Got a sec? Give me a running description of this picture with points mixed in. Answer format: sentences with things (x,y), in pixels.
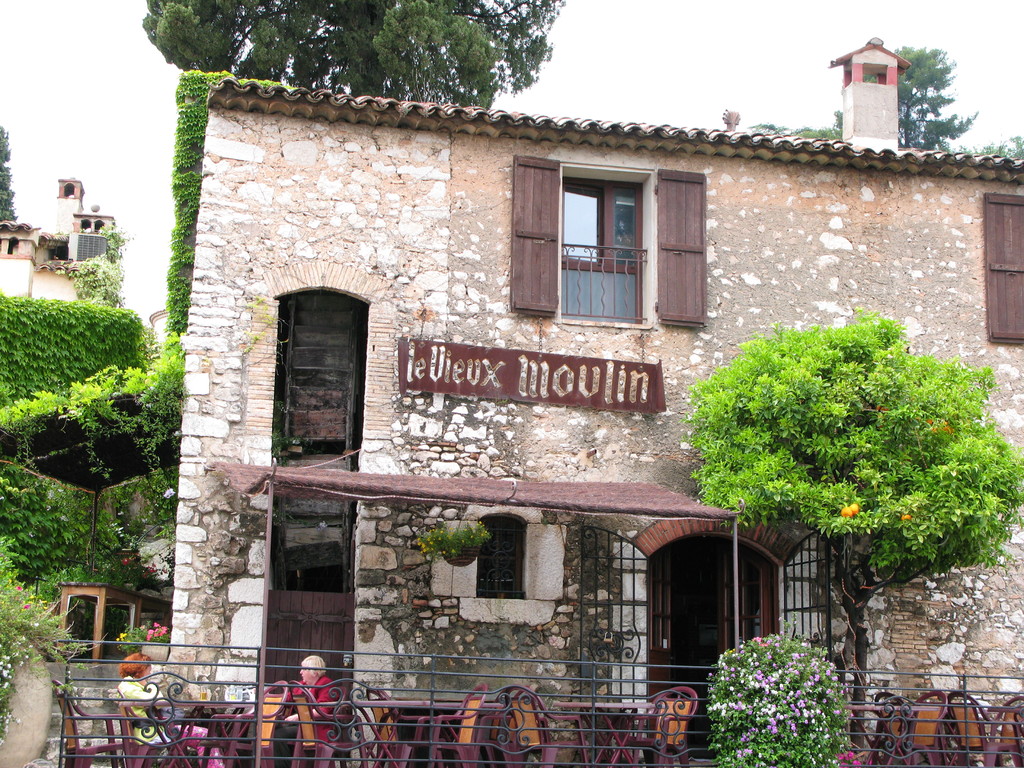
There is a building (575,121) with brick wall (461,204), windows (612,231), doors (655,576) and something is written on the building (495,398). In front of the building (803,532) there is a tree (840,506), tables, chairs (458,717), railings (432,711). Also there is a plant (752,718) with flowers (776,723). Some people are sitting on chairs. In the background (444,56) there are trees (293,26) and sky (124,113).
